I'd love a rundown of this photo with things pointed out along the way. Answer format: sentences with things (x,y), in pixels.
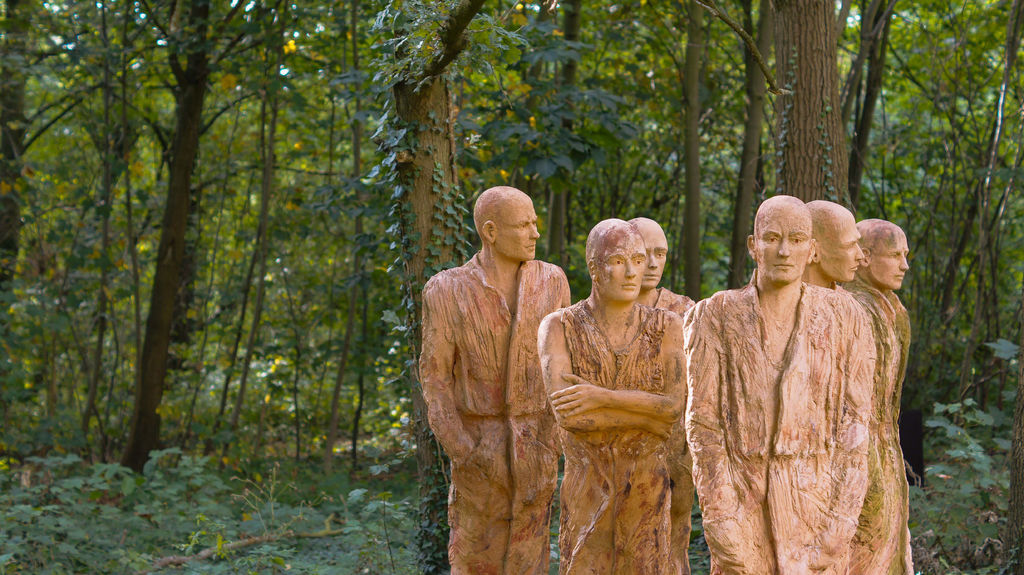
In the center of the image (441,355) there are depictions (722,570) of a person (624,333). In the background of the image (242,195) there are trees (231,111).
